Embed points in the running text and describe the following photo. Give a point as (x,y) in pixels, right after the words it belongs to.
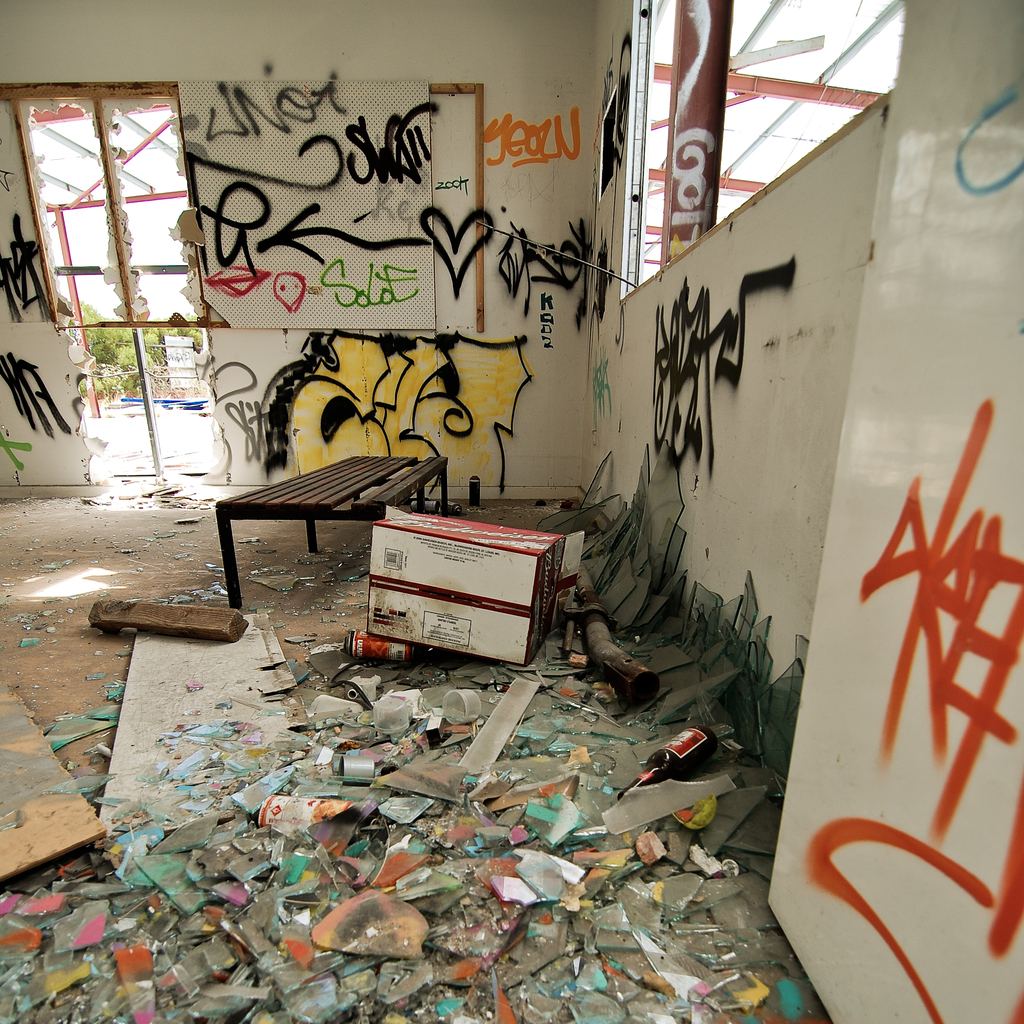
At the bottom of the image (339,782) there on the floor (127,513) there are many glass pieces (506,834) and also there are bottles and wooden pieces (113,610). And there is a cardboard box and bench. In the background (497,257) there is wall (732,272) with names (904,686). There are few places with broken walls (135,287). Outside the broken wall (230,453) there are trees (107,353).
